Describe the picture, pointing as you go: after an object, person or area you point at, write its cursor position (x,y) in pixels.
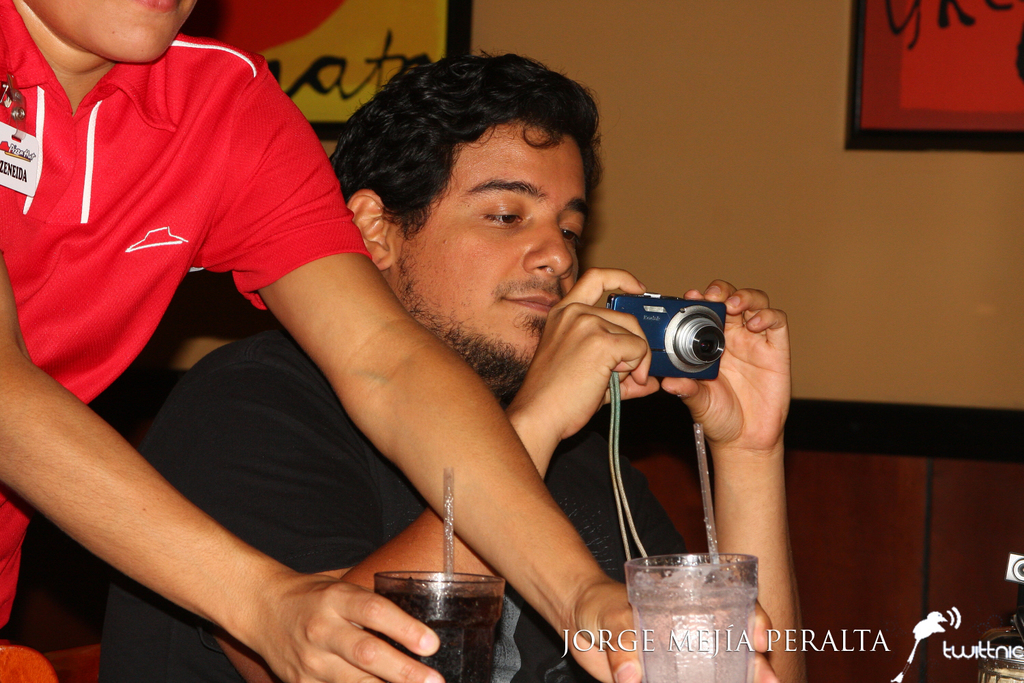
In this image I can see a man (625,374) is holding a camera (700,358). I can also see another person (158,98) is holding two glasses (721,658).
